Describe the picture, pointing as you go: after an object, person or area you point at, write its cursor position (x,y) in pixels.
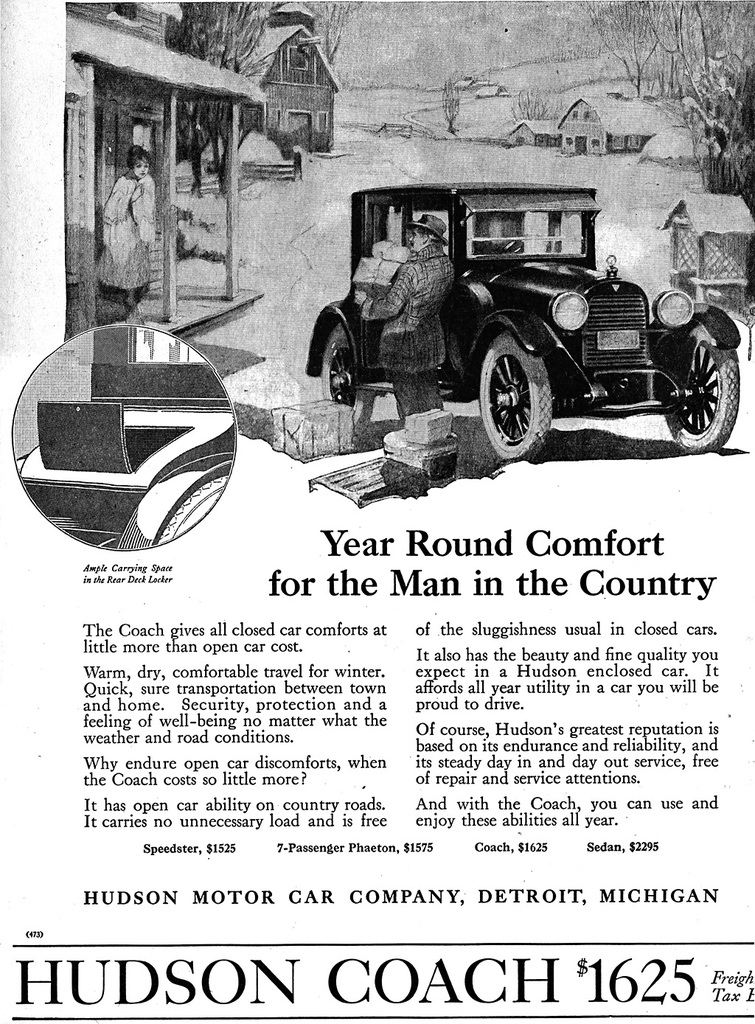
This is a poster (430,815) and in this poster (98,545) we can see vehicles (520,222), houses (107,25), trees (700,128), two people (408,278) and some text (534,683).
